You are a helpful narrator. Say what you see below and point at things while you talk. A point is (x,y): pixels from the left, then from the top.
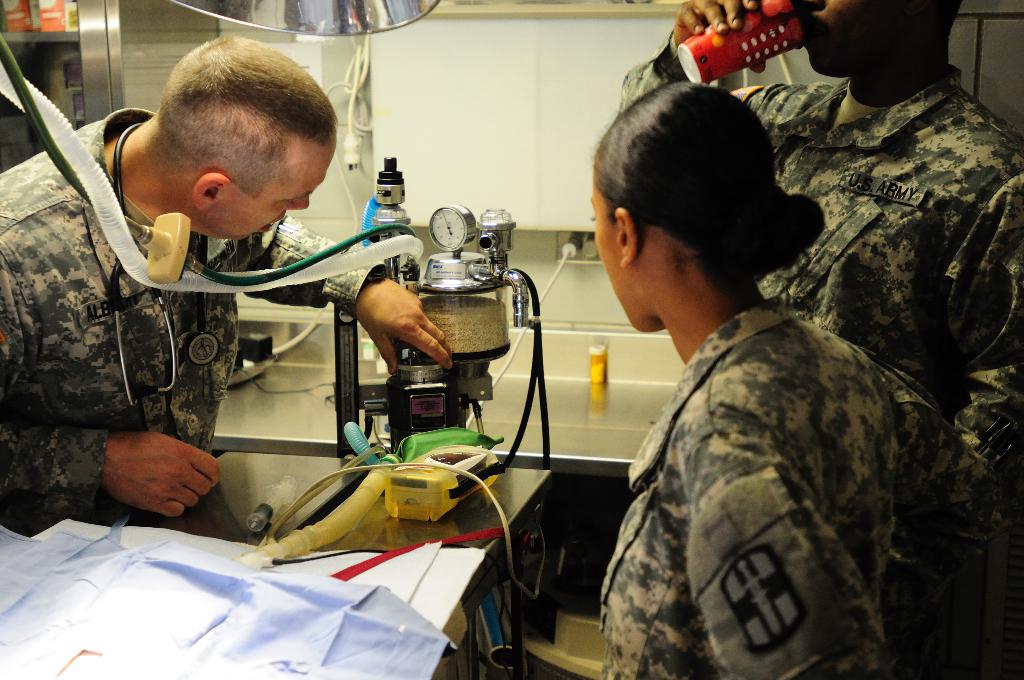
In this picture I can see three persons (160,474), there is a person (699,25) holding a cup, there is a stethoscope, there is a kind of machine (422,402) and there are some other items (46,646) on the table (520,484), and in the background (483,155) there are some objects (23,23).
